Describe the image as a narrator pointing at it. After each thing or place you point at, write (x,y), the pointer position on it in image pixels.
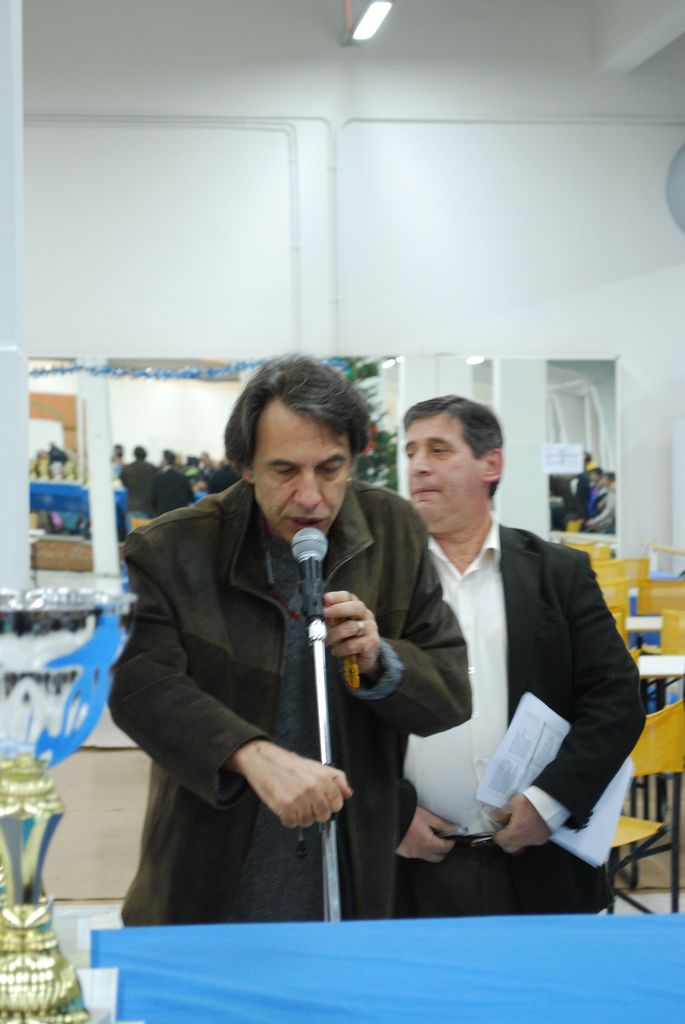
In this image, in the middle (231,617) there is a man (316,805) standing and holding a microphone (321,588) which is in black color, in the right side (551,661) there is a man (494,661) standing and holding some papers (507,777) and in the background (644,773) there are some chairs (649,764) which are in yellow color, There is a wall (196,219) which is in white color and in the top (362,32) there is a light (365,22) in white color.
